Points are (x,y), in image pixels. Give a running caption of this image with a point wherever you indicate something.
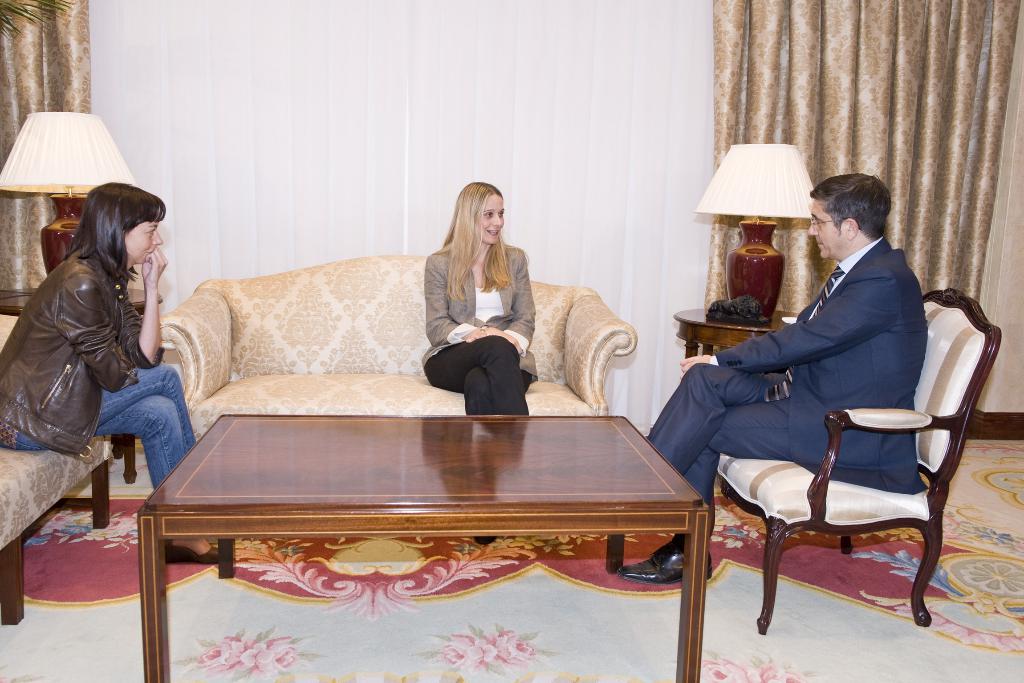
There are three persons (699,443) sitting. This is table (460,422). There are lamps (74,186). On the background (559,165) there is a wall (600,102) and this is curtain (924,115). And this is floor (442,623).
